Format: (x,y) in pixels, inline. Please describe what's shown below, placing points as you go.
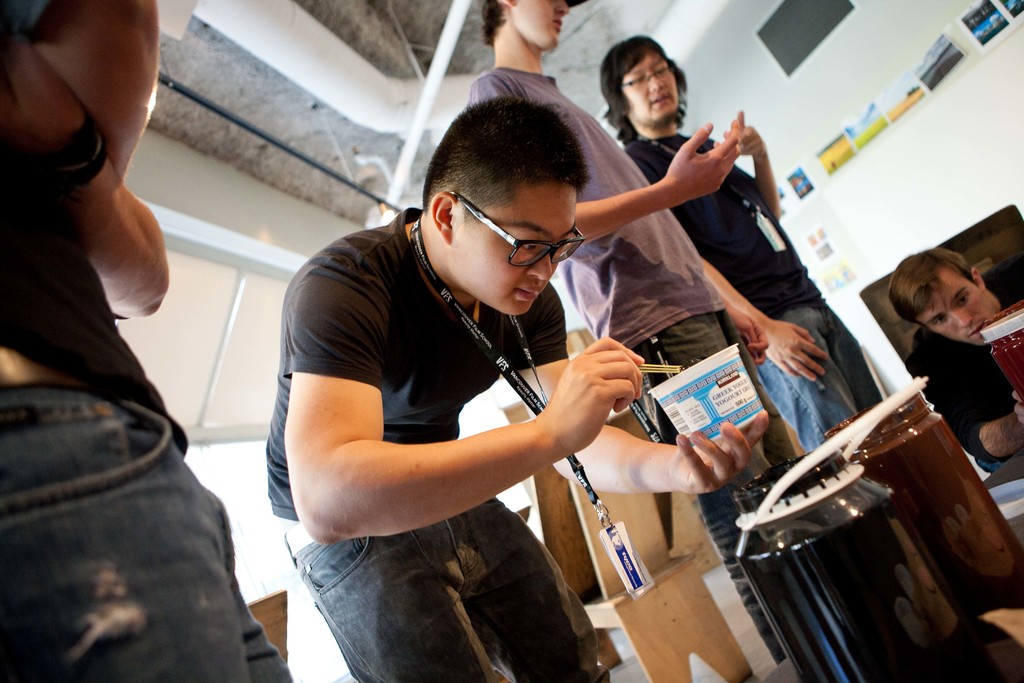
In this image a person (329,525) is standing and holding a cup (693,405) in his hand (764,413). Before him two jars (955,636) are on the table (997,671). He is wearing spectacles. Beside him two persons (607,317) are standing on the floor (768,667). Right side (971,377) a person (941,344) is sitting on the chair (994,264). Left side (11,63) there is a person (176,672) standing. Few posters (1007,1) are attached to the wall (850,166) having window (819,39).
